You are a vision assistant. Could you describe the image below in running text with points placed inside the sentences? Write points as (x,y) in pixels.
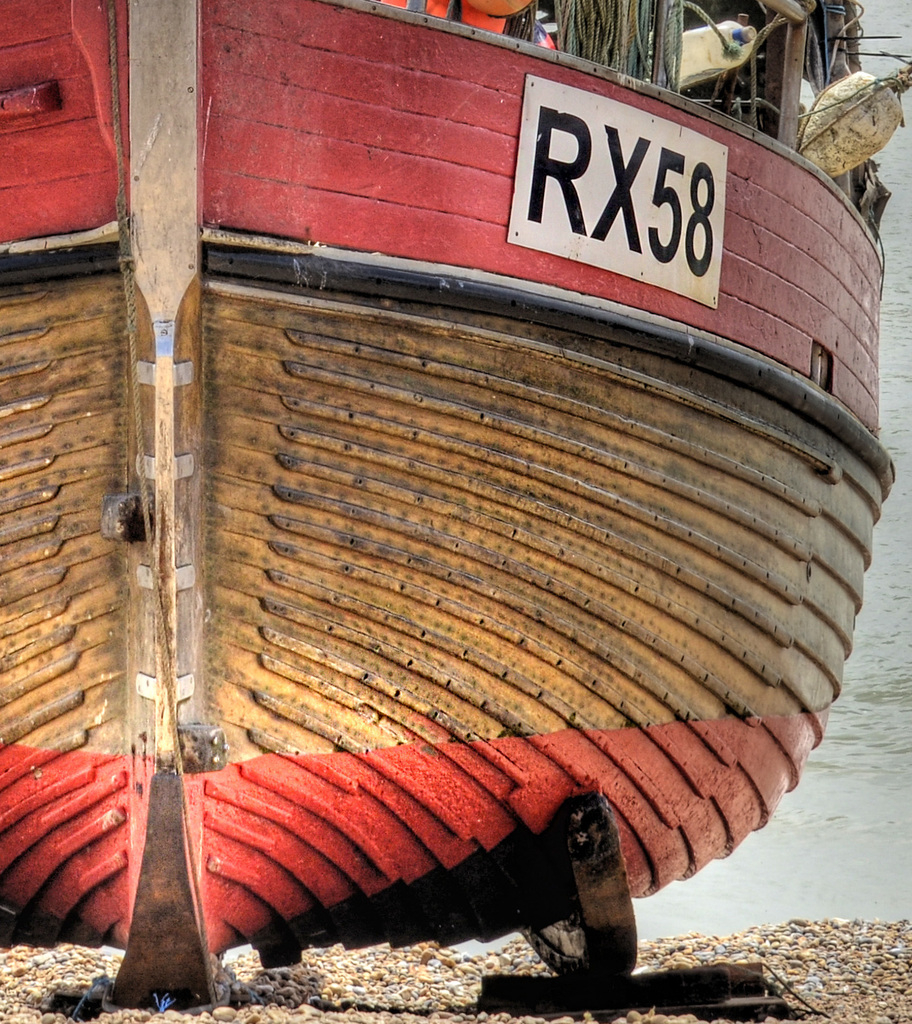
In this image, in the foreground (665,150) we can see a ship (545,789) and at the bottom (79,958) we can see many stones (888,955), in the background (811,866) we can see the water (888,178) and on the right side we can see some text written on it and on the right side (703,68) we can see a bottle (700,79).
